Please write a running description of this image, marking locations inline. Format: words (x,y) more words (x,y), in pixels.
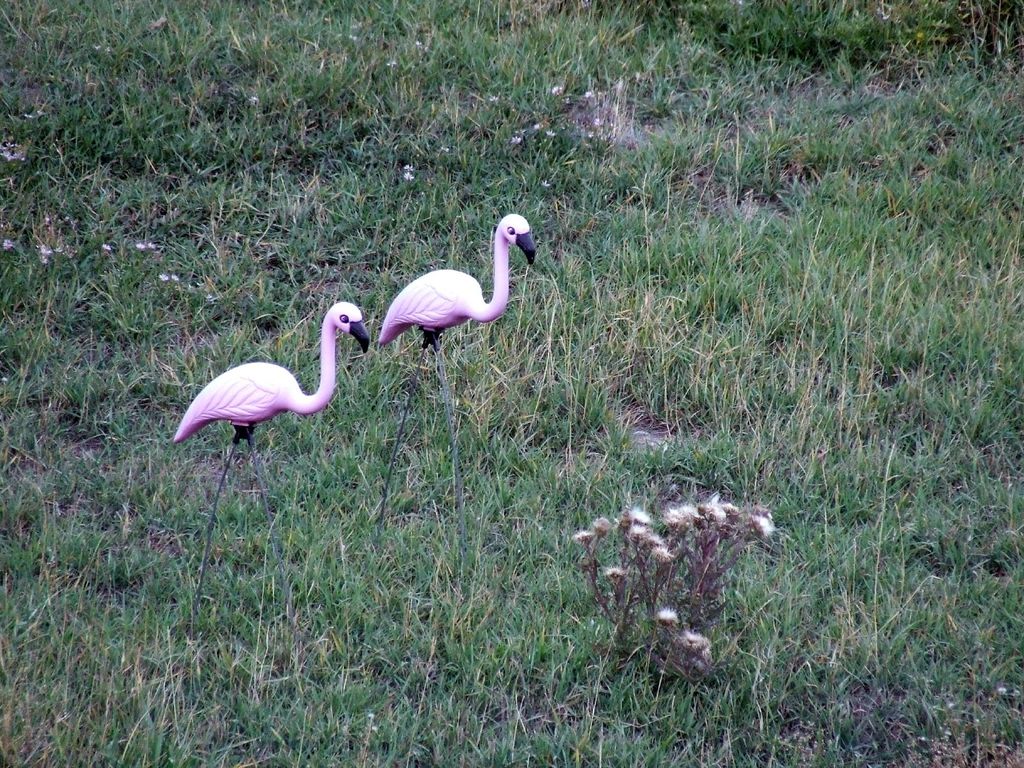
In this picture we can see birds (225,380), plants (636,544), grass (361,379) and flowers (690,506).
